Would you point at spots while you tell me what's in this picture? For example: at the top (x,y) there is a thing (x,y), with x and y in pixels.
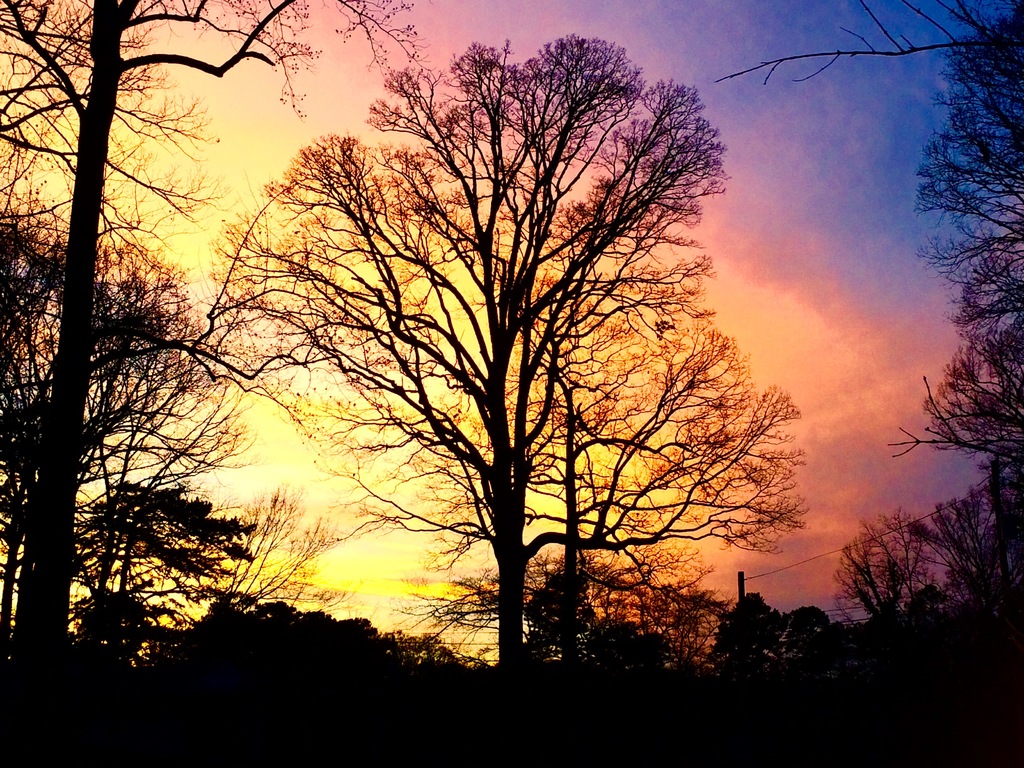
In the picture there are a lot of trees (405,525) and in the background (766,181) there is a sky (769,168), the sky (449,308) is very colorful.
